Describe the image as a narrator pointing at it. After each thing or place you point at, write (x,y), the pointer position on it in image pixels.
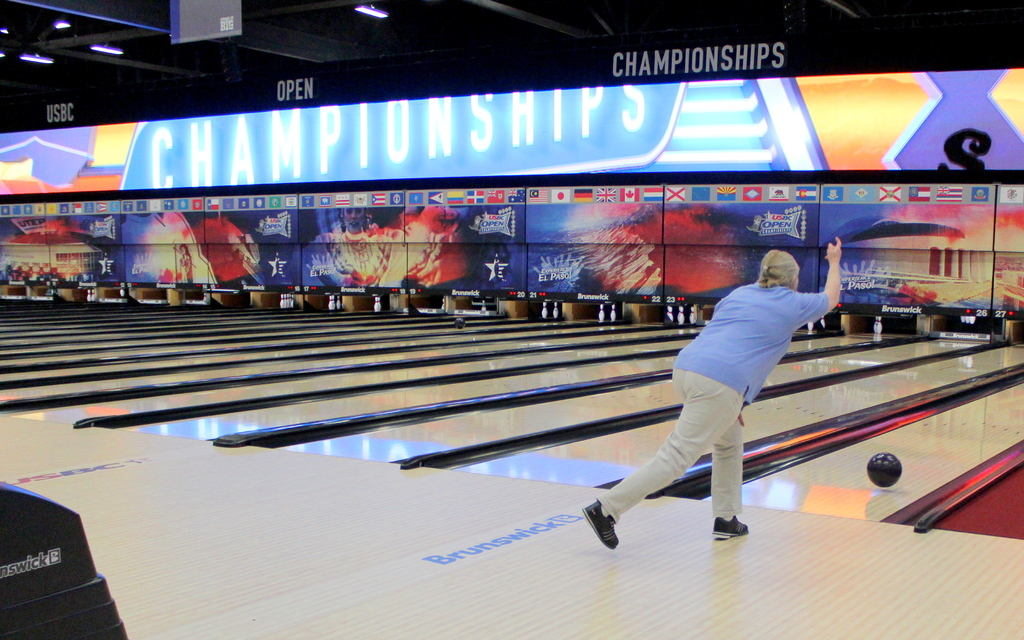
In this picture we can observe a person (695,421) bowling a ball (877,472) on this bowling track (936,447). The person (731,351) is wearing a blue color shirt (748,317) and the ball (890,480) is in black color. The bowling track (820,470) is in cream color. There are many bowling tracks (807,348) in this picture.
